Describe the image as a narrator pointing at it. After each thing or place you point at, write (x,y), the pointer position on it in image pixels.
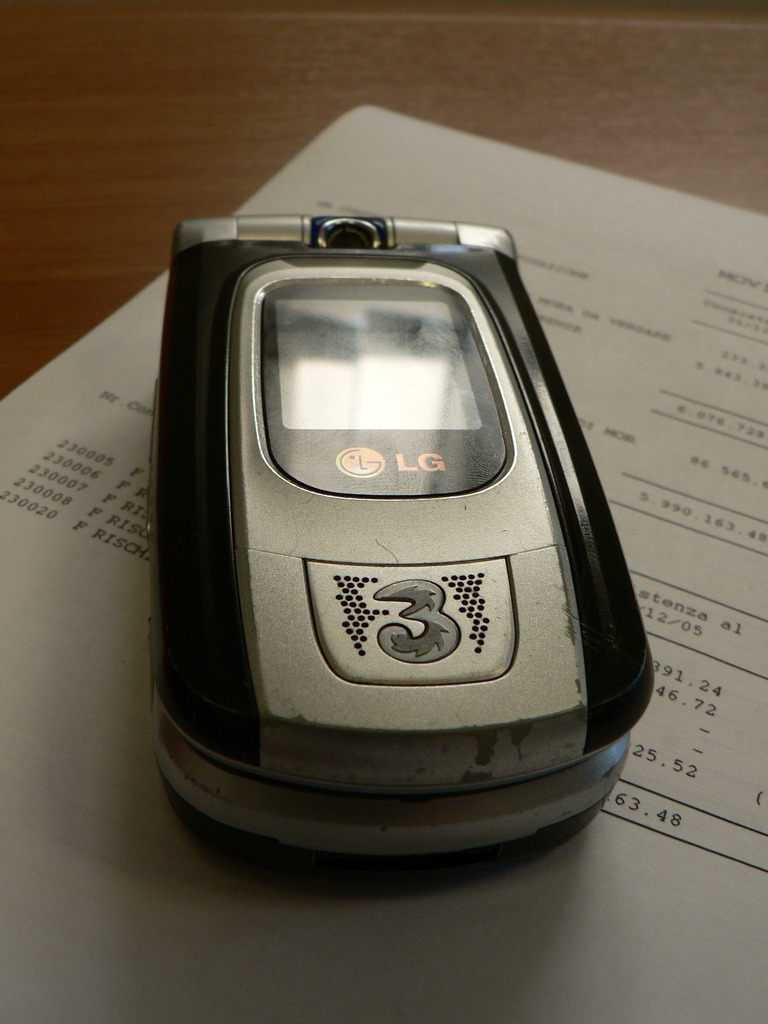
In this image I can see a mobile phone (410,568) on the paper (75,641).
